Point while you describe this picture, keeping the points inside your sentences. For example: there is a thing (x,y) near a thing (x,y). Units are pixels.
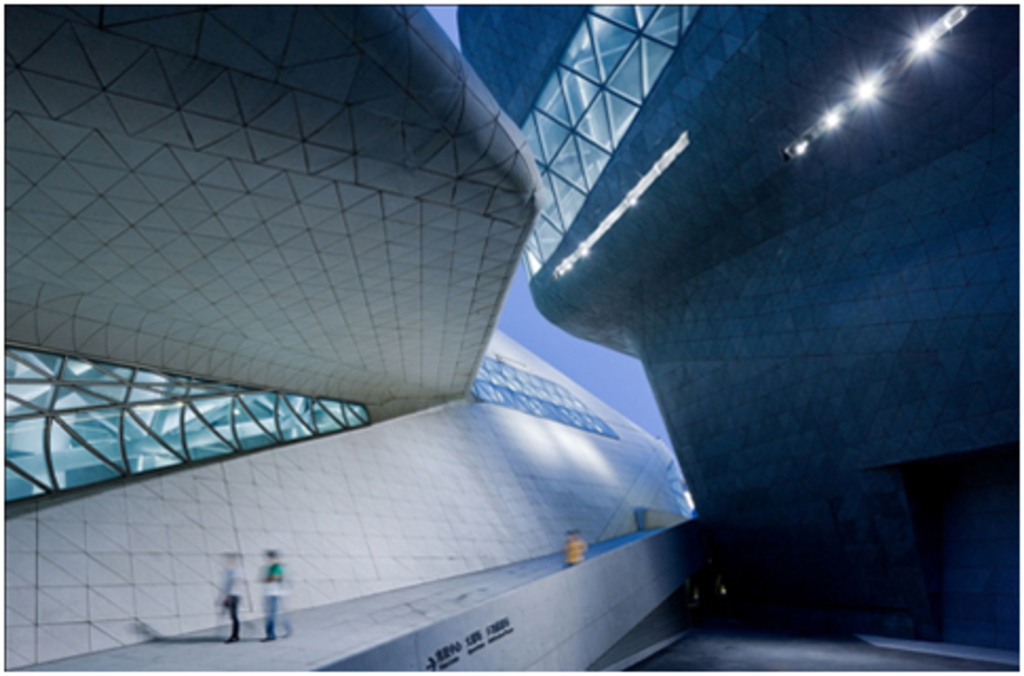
There are two buildings (444,420) with a glass windows (335,422) are present in the middle of this image (487,446), and there are some persons (240,564) present at the bottom of this image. We can see there is a sky (522,335) in the background (504,308).
